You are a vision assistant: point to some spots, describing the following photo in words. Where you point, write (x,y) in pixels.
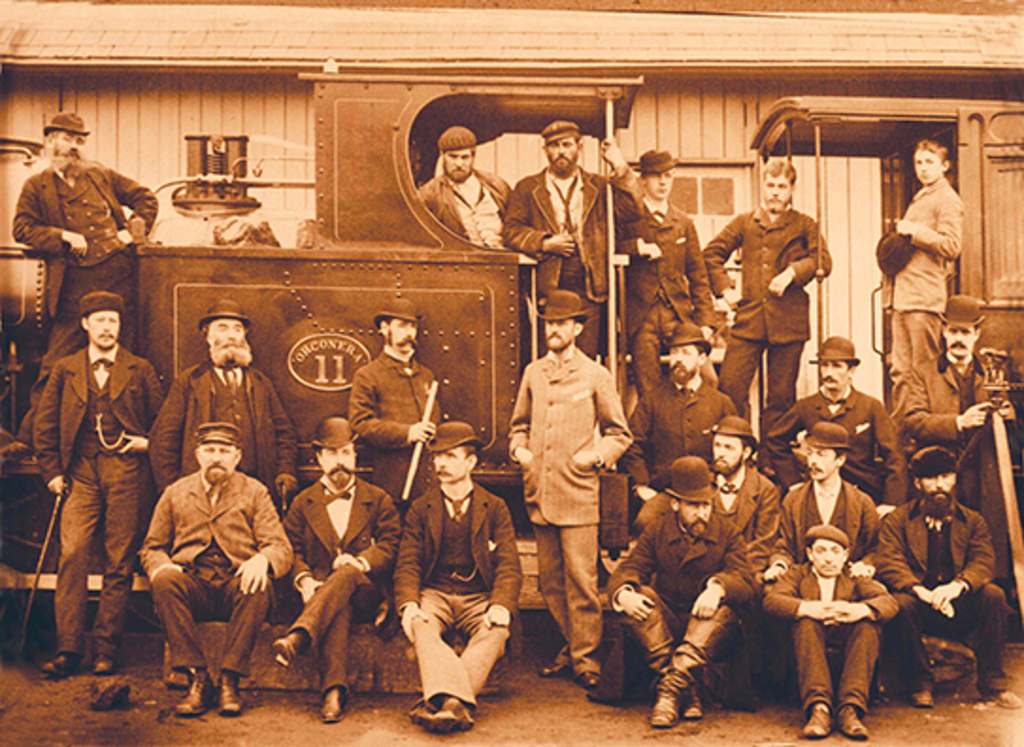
In this image, we can see the photograph of a few people (735,509). Among them, some people (77,526) are holding some objects (1013,463). We can see the ground (406,732). We can also see a train (819,161) in the background (523,293).
